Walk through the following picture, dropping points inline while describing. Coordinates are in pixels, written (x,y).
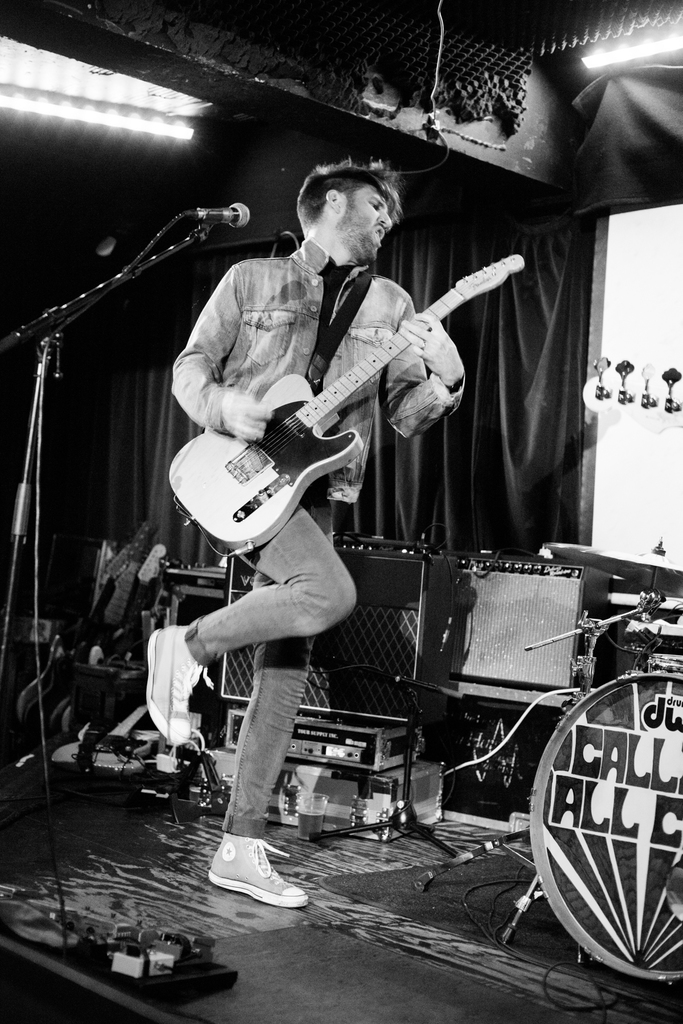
a person (256,306) is playing guitar (326,400). in front of him there is a microphone (208,214). behind him there are boxes (506,618) and curtains (493,444).
